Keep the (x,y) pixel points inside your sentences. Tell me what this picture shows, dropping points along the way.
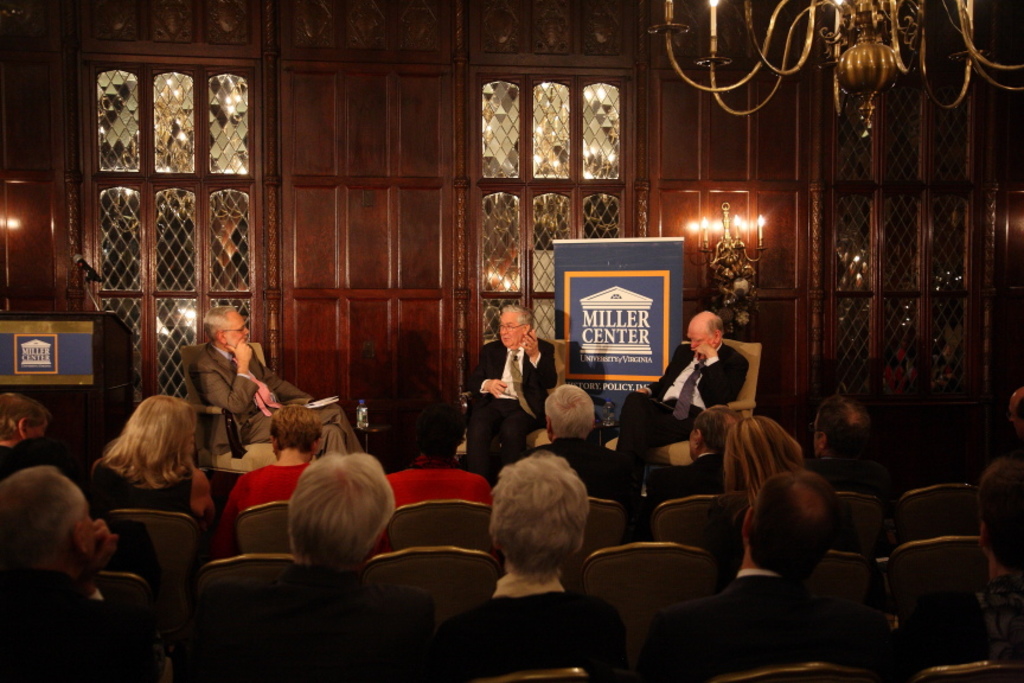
Here we can see a group of people (70,570) sitting on chairs (844,494) and in front of them we can see 3 man (217,355) sitting on chairs (746,392) discussing something and behind them we can see a banner (640,271) and there are couple of Windows (221,161) present and at the right top (878,94) we can see a chandelier (962,53) and in the middle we can see candles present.
